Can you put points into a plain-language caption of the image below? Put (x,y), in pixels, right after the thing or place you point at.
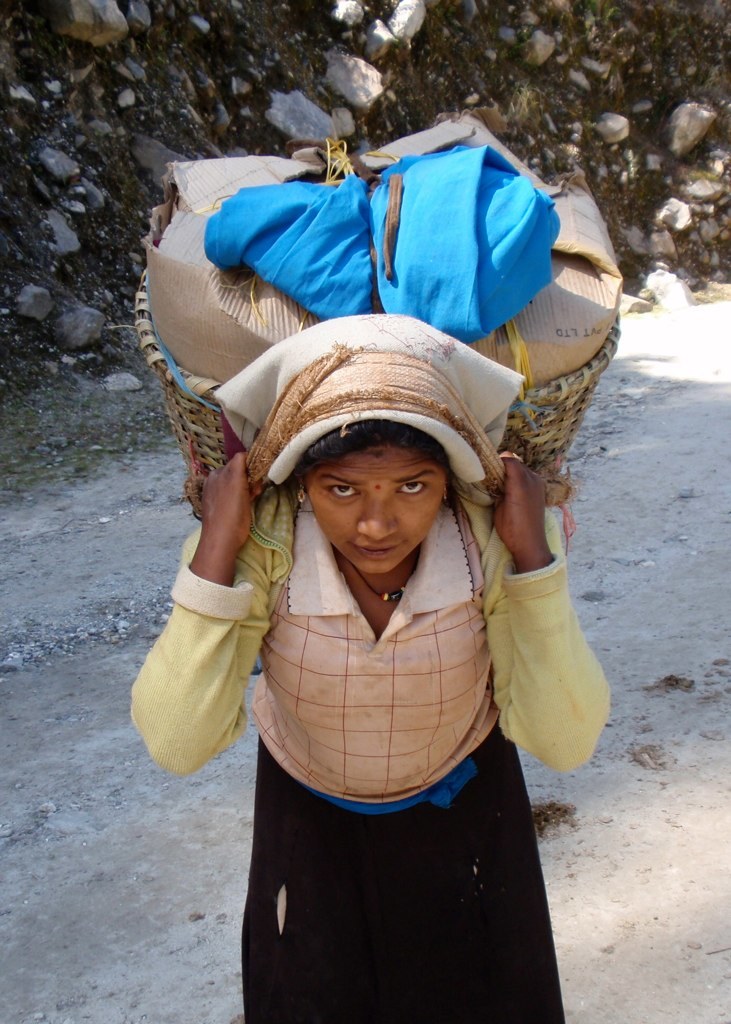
In the picture there is a woman (409,645), the woman (409,645) is carrying a jute basket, in the basket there are some items (228,287) present, behind the woman (415,679) there stones (366,77) present.
